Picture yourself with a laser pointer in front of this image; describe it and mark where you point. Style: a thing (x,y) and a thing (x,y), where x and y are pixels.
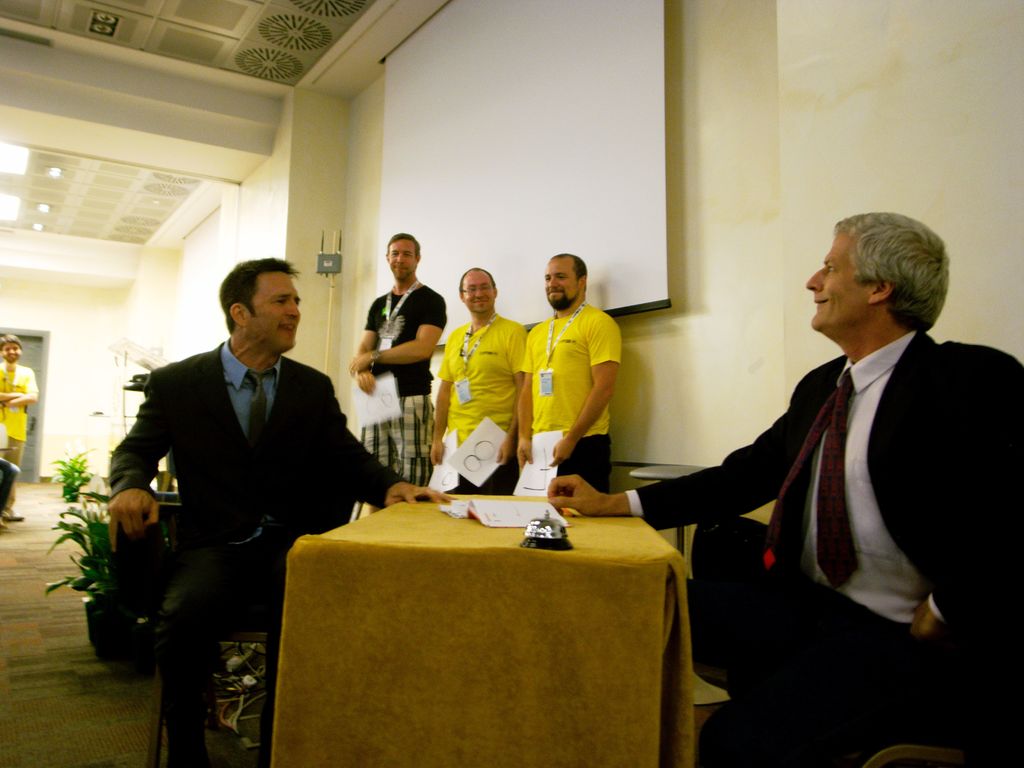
In this picture there are two people (324,510) sitting. They both are wearing black jacket (285,450). In between there is a table (485,546) with papers (516,506) and bell (532,522) on it. Beside there are three men (539,361). Two men (506,358) are wearing yellow t-shirt (491,352). And the other is wearing a black t-shirt (410,304). On the wall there is a screen (567,151). To the left (23,376) there is a man (23,385) with yellow color t-shirt (20,419) is standing. On the top (15,153) there are lights (4,195).
